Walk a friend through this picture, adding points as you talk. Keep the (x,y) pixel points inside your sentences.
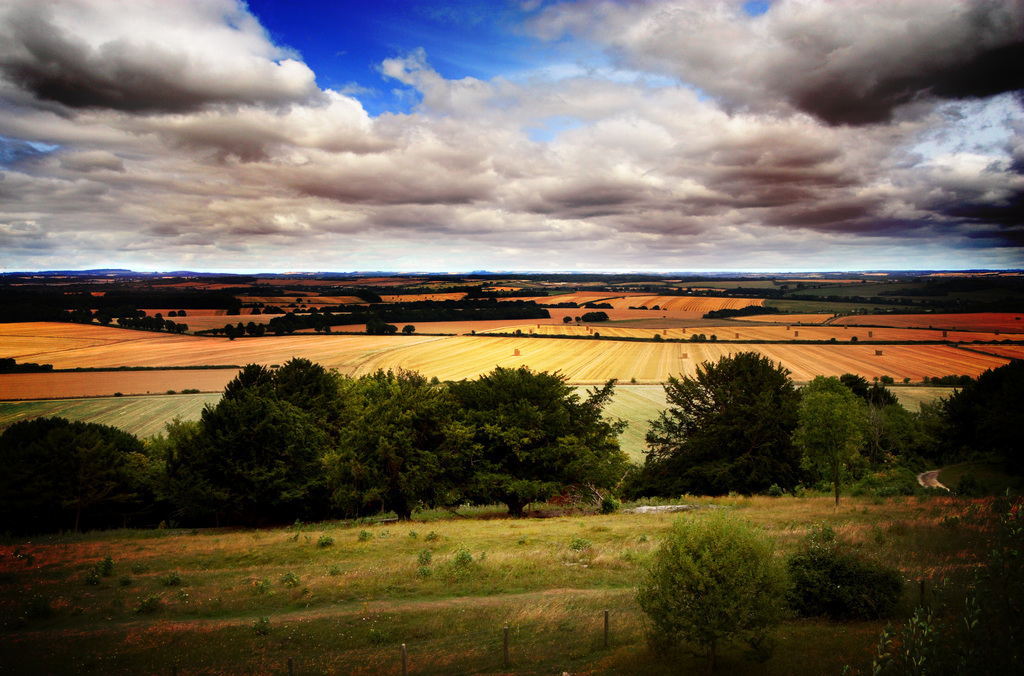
In this image we can see few trees (708,454), grass (565,551), fields (775,349) and the sky (375,54) with clouds (533,159).
